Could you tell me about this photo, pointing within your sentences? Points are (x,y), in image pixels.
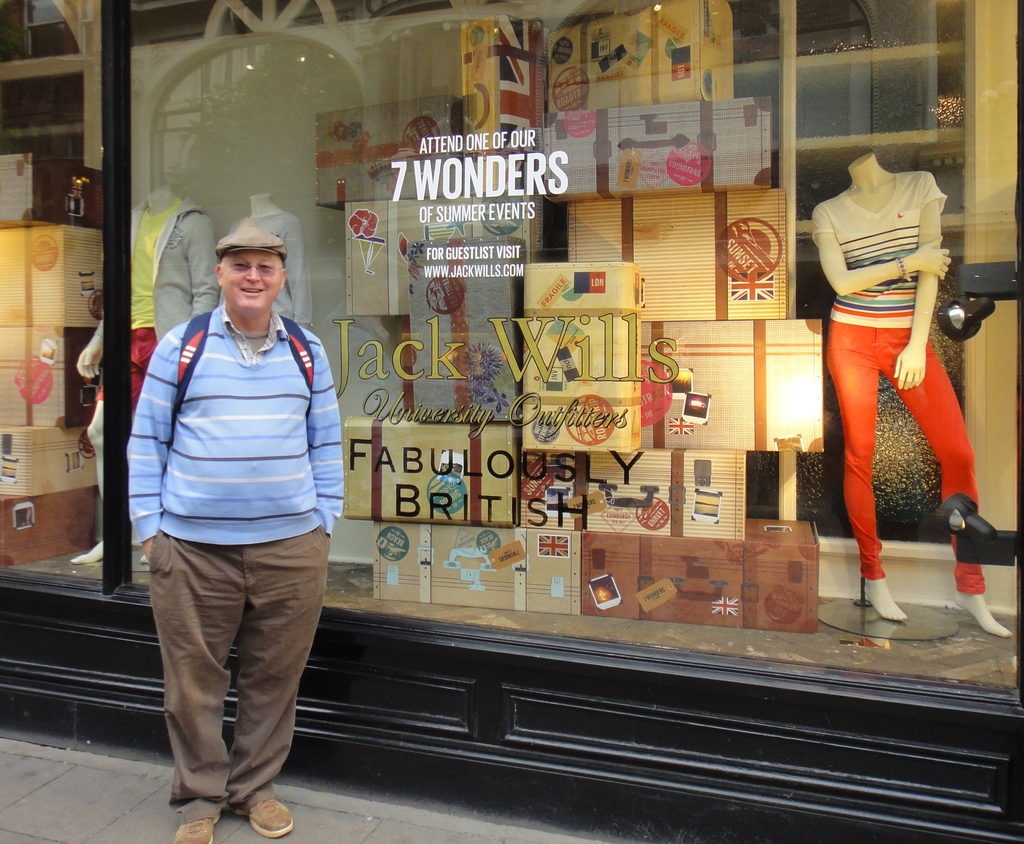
In this picture we can see a man (301,449) standing and smiling, in the background (416,305) there is a glass (292,298), from the glass (778,463) we can see mannequins (902,324) and some boxes (665,267), there is some text (504,204) on the glass (471,277).
